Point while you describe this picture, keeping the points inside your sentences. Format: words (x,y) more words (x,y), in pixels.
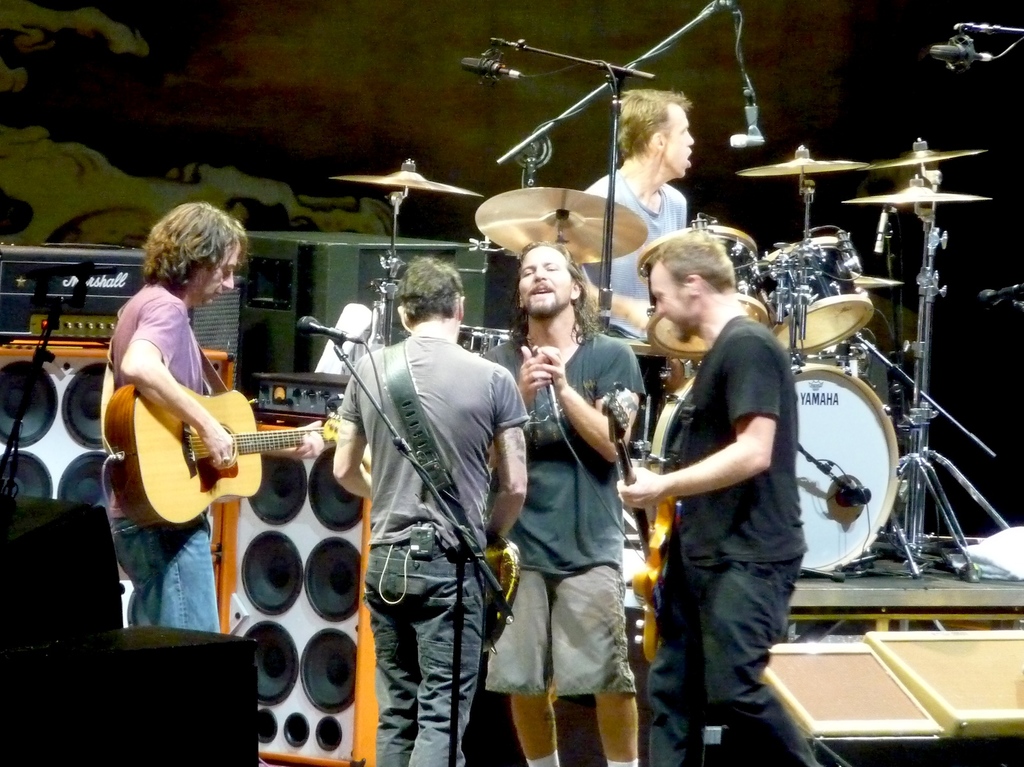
There are four persons (419,401) standing among them three persons (452,499) are playing guitar (668,497) and one person (569,396) is singing a song. This is the mike (336,332) with the mike stand (459,570). These are the speakers (270,540). here is the another person (618,267) sitting and playing drums (868,531).
